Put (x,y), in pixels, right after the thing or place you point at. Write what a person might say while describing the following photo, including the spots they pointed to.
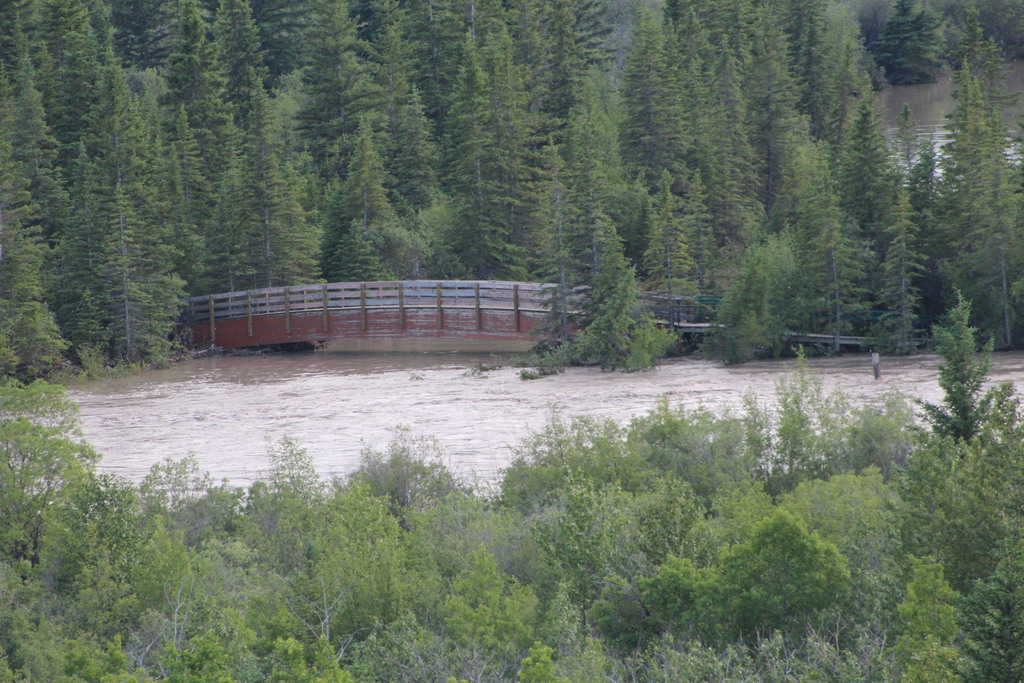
In this picture I see number of trees (379,477) in front (704,488) and in the background (607,95). In the middle of this picture (350,333) I see the water (917,149) and a bridge (471,289).
